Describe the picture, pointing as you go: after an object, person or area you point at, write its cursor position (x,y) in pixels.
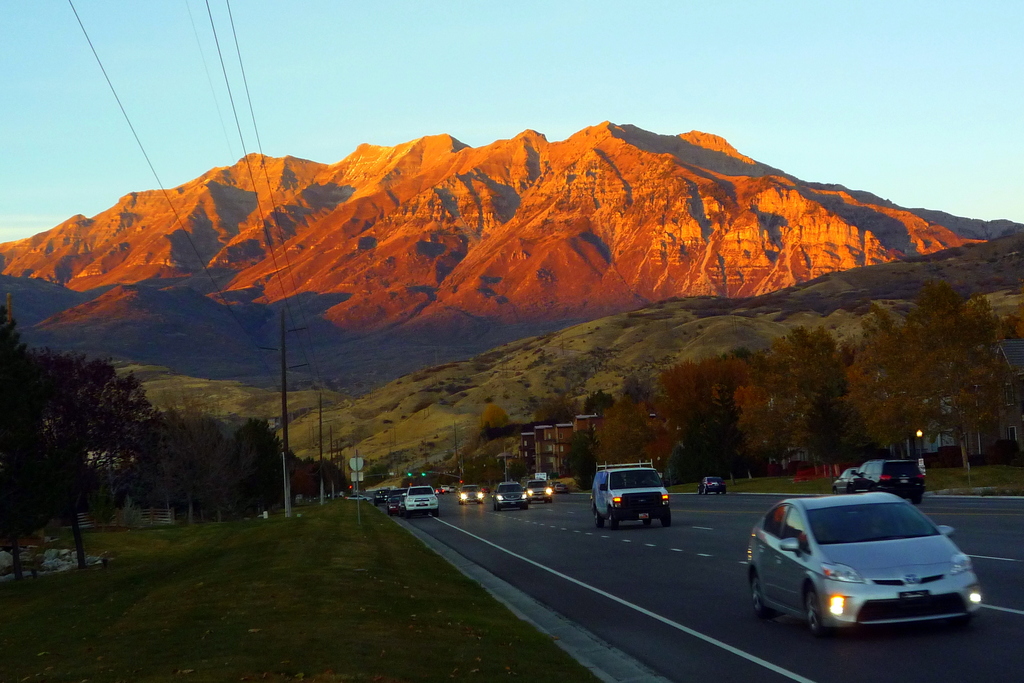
In this picture we can see vehicles (752,585) on the road (599,585), here we can see buildings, trees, traffic signals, electric poles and some objects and in the background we can see mountains (715,314), sky (724,4).
